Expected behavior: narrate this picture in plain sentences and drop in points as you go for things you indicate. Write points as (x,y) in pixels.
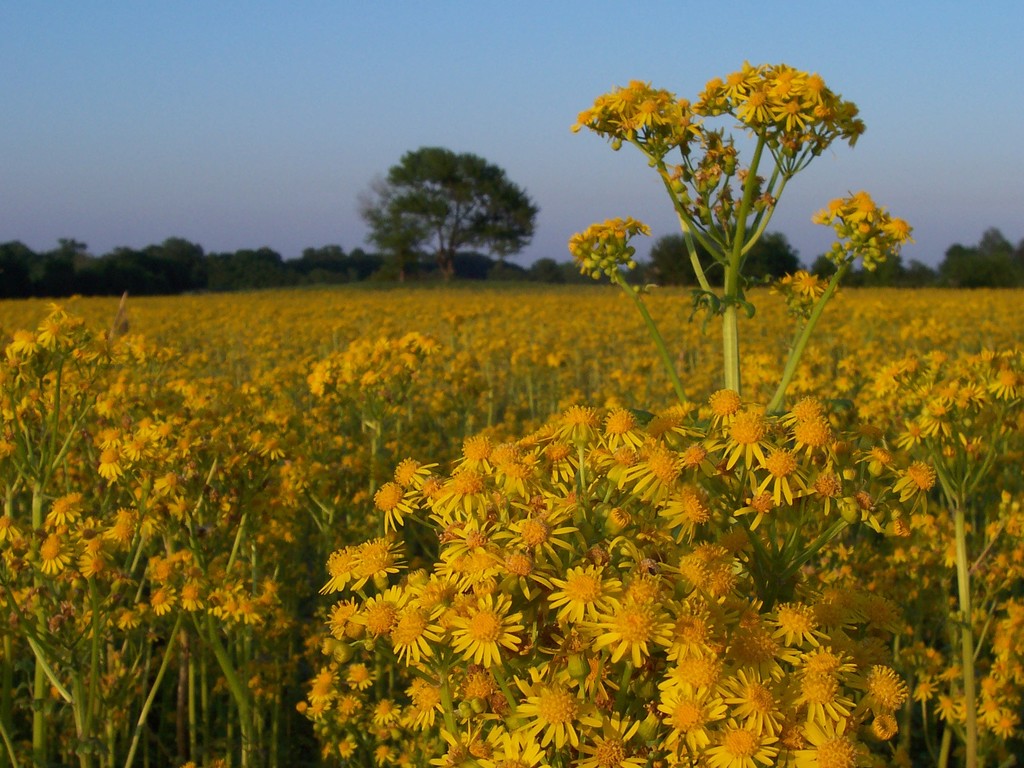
In this image I can see number of flowers (717,692) which are yellow in color to the plants (567,539) which are green in color. In the background (540,259) I can see few trees (402,261) and the sky (551,223).
